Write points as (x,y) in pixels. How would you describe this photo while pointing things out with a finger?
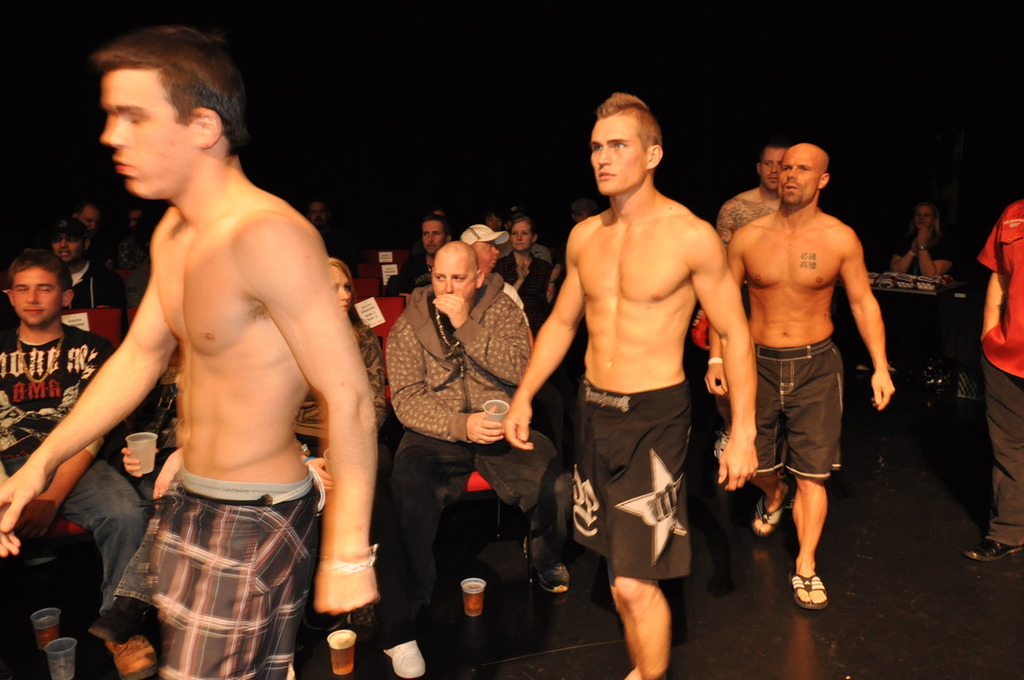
In front of the image there are a few people (675,375) walking, behind them there are a few other people (69,340) sitting in chairs (382,323) by holding glasses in their hands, on the surface (90,642) there are some glasses of beer (466,594), on the right side of the image (993,318) there is a person (993,318) standing, behind him there is a woman (910,250) sitting on the chair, in front of the woman (906,251) on the table (927,307) there are some objects (926,275).
